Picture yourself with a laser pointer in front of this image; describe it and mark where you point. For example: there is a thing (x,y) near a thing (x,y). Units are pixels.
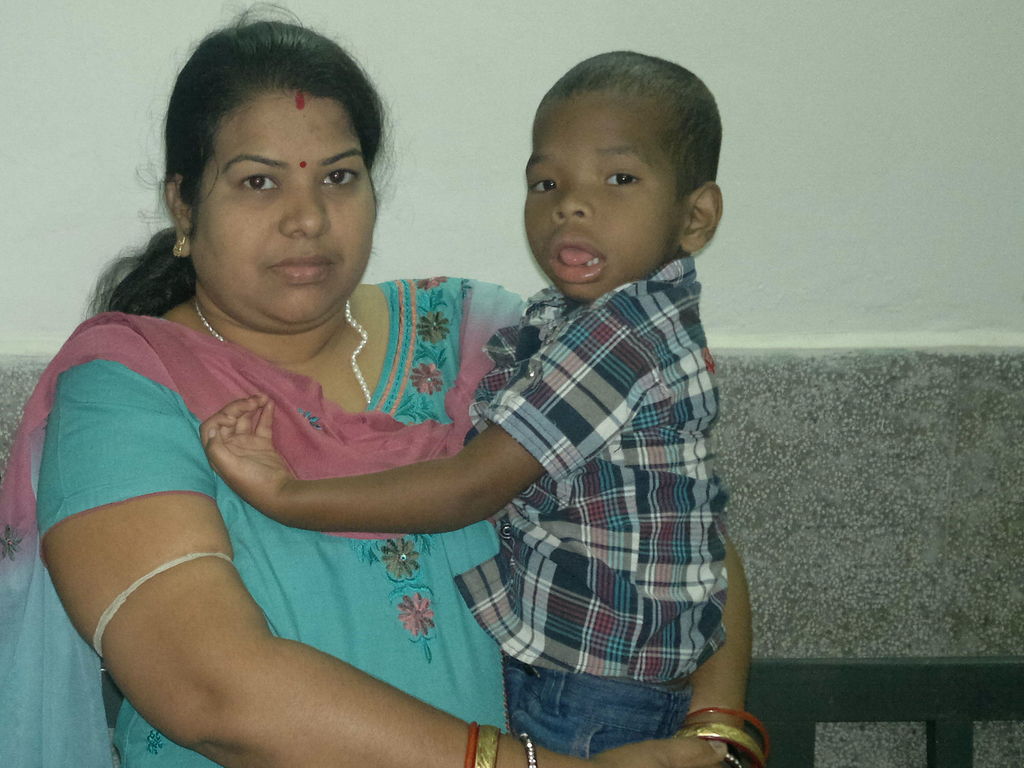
A woman (380,726) is standing wearing a blue and pink dress (293,532). she is carrying a boy (658,521). There is a wall (909,231) at the back (804,128).
